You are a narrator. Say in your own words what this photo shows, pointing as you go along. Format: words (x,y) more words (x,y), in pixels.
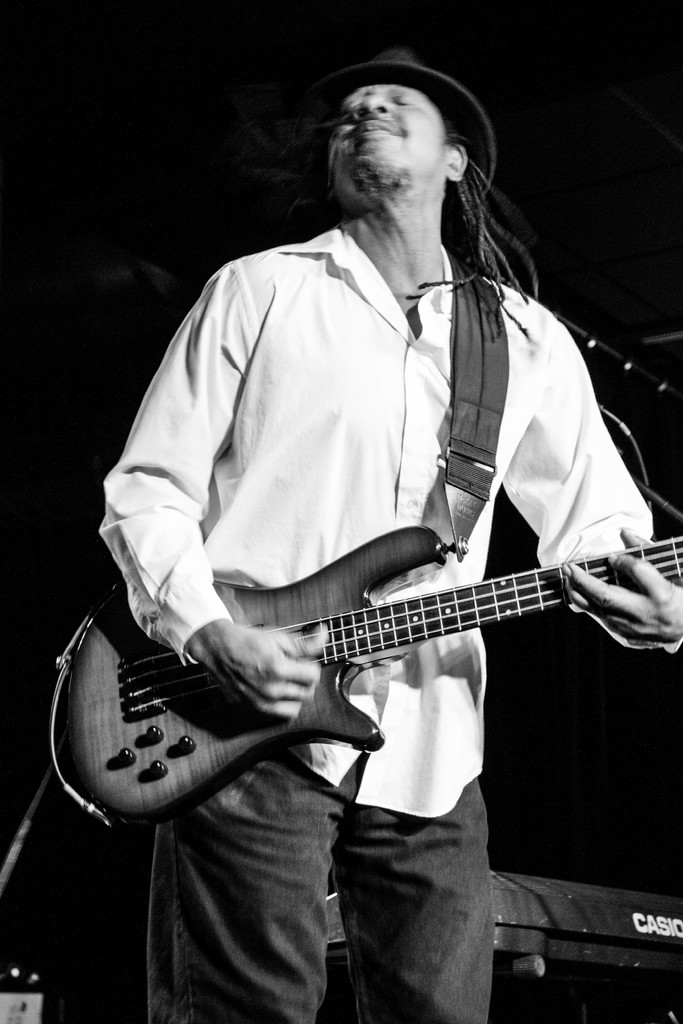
Here we can see a man (230,369) holding a guitar (176,788) and his probably playing the guitar (323,670).
